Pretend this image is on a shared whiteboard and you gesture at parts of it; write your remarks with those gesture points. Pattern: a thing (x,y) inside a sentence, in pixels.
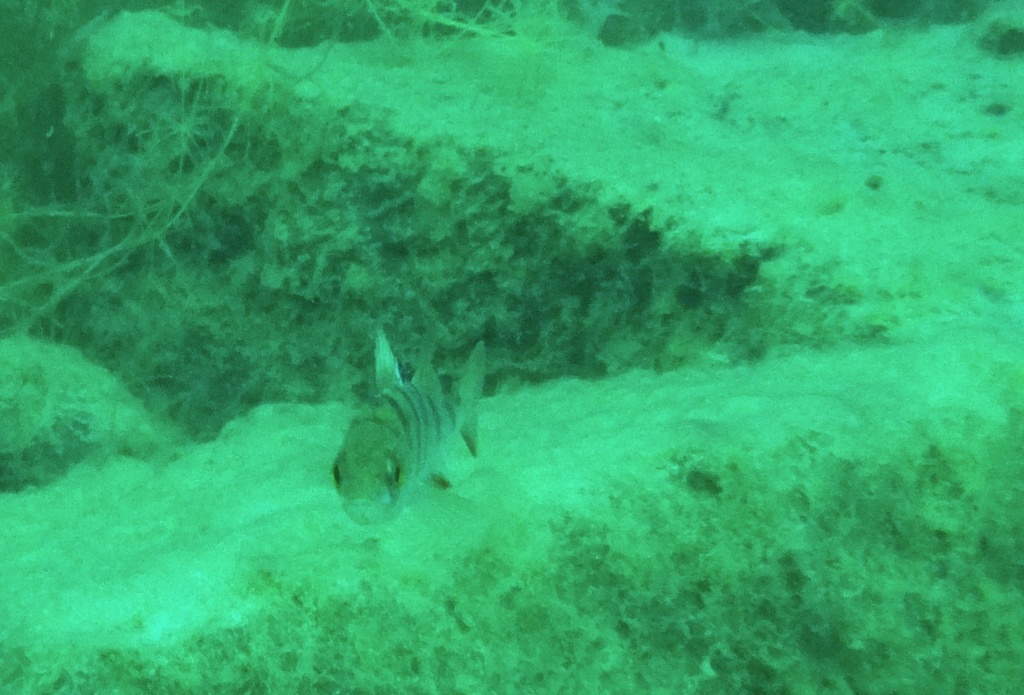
In this image, we can see a fish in marine water (7,81).
